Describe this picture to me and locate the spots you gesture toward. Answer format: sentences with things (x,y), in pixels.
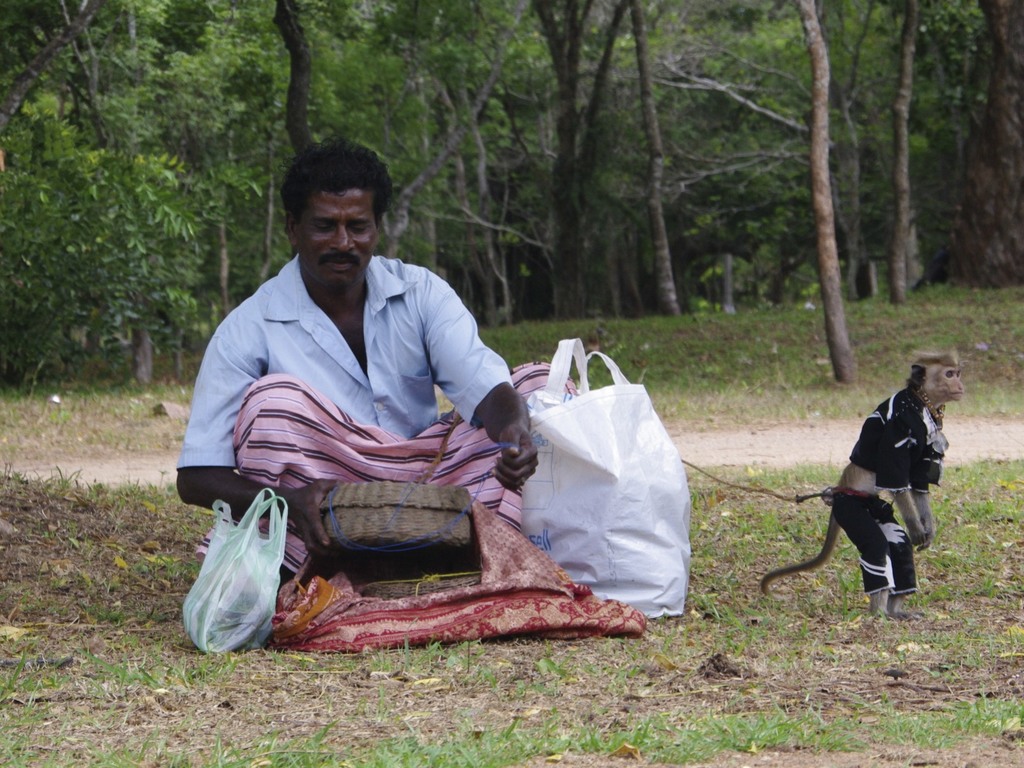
In this image I can see a person (326,531) sitting, holding a basket (372,497). There is a monkey (930,371) on the right (892,510), wearing a dress (897,460). There are polythene covers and trees (660,119) at the back (660,119).
